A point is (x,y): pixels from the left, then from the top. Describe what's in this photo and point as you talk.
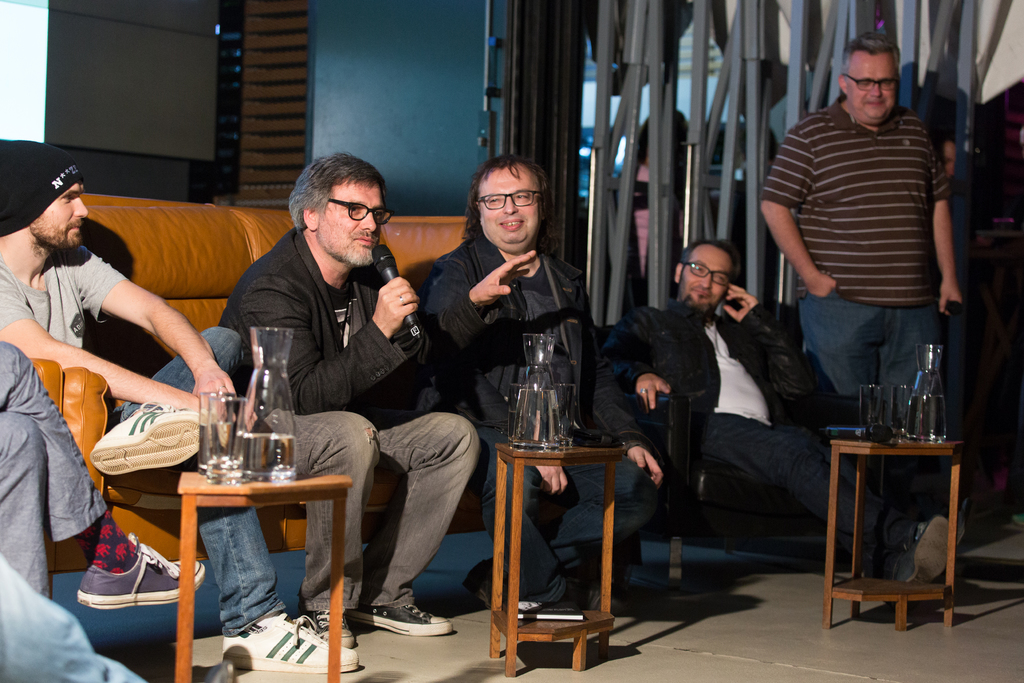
In this picture we can see some persons (424,361) sitting on the sofa (191,289). These are the tables (516,485) and there are some glasses (226,445) on the table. This is the floor (760,650), here we can see a person (802,320) who is standing on the floor (747,651). And this is the wall (371,84).
